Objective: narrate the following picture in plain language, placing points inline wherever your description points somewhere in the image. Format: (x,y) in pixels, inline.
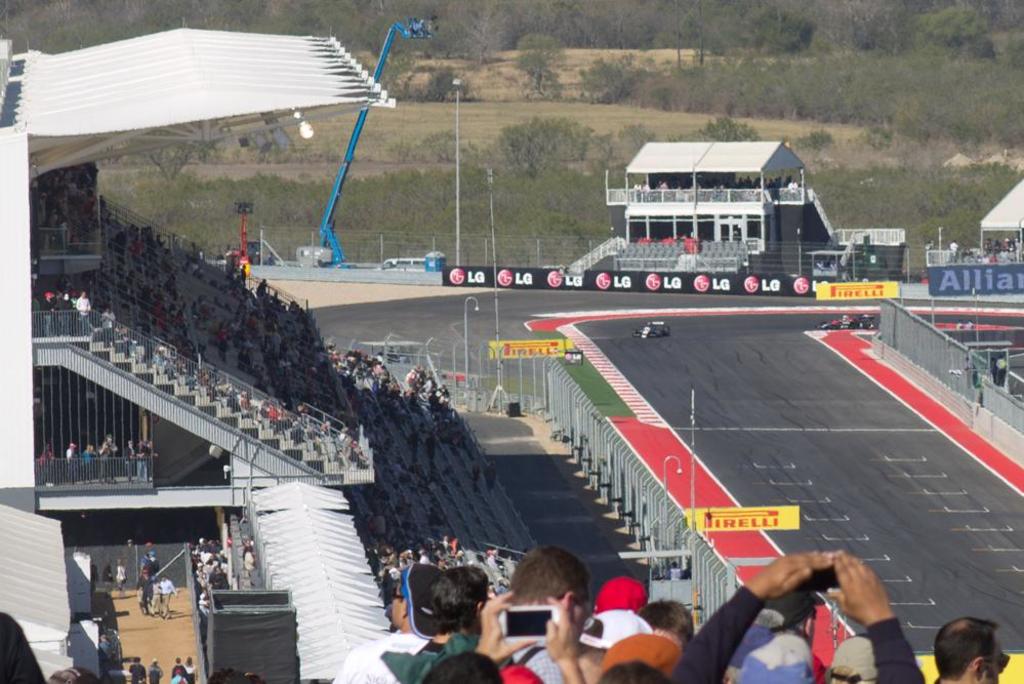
In front of the image there are people (737,598). On the right side of the image (829,320) there are cars (868,320) on the road (834,477). On the left side of the image (312,440) there are people (158,605) on the stands (199,489). In the background of the image (264,247) there are cranes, buildings (629,180), trees (968,219), banners (749,275), boards (549,354), light poles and a metal fence (944,368).
